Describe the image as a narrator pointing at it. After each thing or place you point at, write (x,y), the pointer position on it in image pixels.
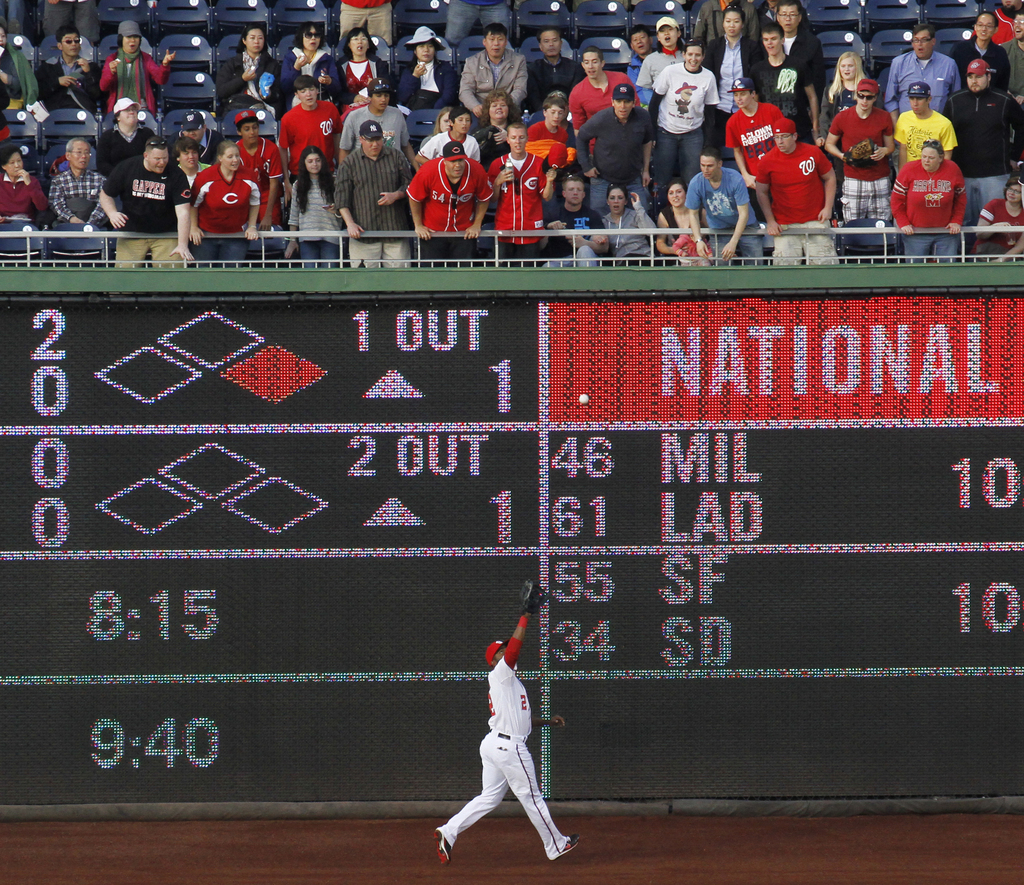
Here this person (524,722) is walking. Ball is in the air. This is digital scoreboard (528,483). Top of the image (888,133) we can see people (123,58) and chairs (175,71).
